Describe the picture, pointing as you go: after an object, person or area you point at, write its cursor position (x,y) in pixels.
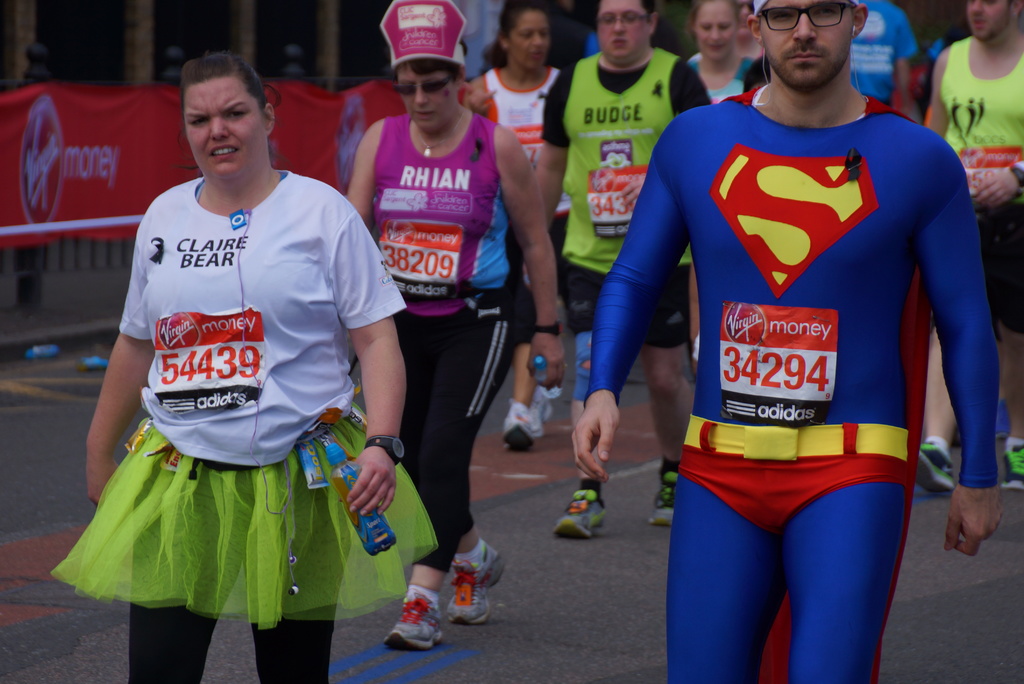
In this image there are people (703,419) wearing costumes (826,290) and walking on a road (586,584), in the background (111,157) there is a banner (183,172), on that banner (139,142) there is some text (111,159).
